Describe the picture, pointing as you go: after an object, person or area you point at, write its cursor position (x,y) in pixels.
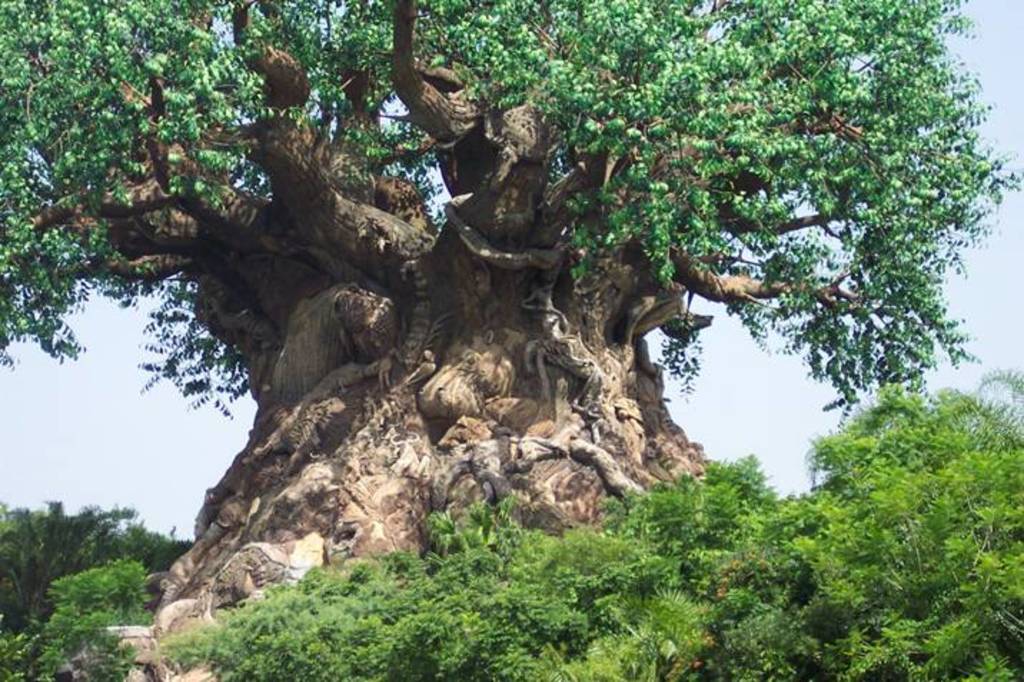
In this picture I can see the big tree (681,274). At the bottom (622,531) I can see the plants (294,662). On the right (960,387) I can see the sky (1023,97) and clouds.
